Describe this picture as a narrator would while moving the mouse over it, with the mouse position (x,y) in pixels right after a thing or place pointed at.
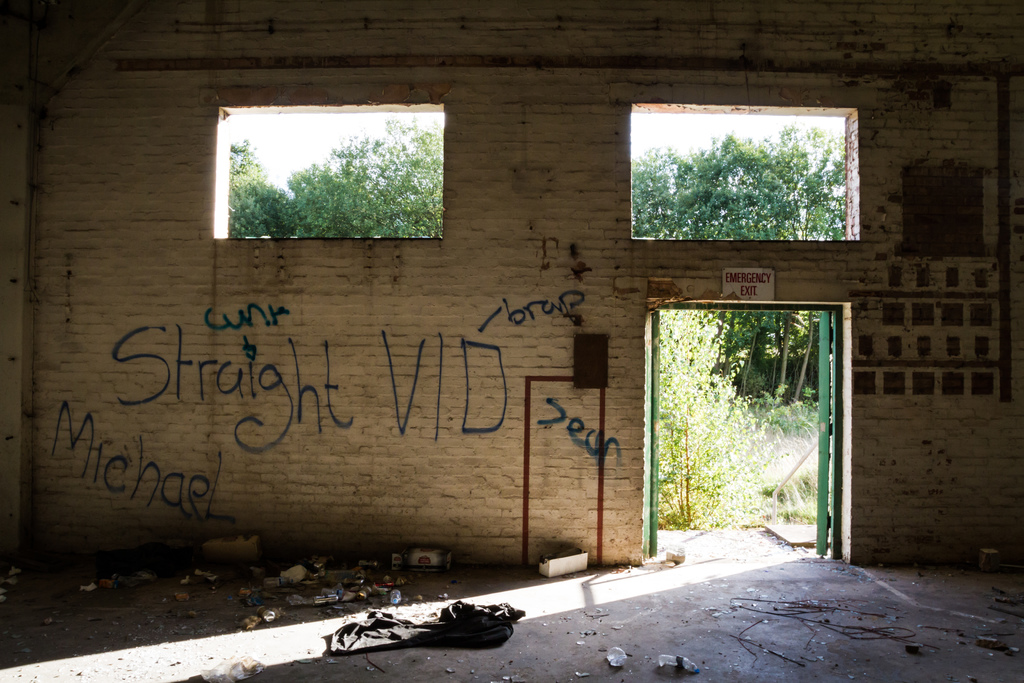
There is a hall (732,613), in which, there are bottles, black color cloth (450,621), box (560,567) and other objects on the floor (112,665), near a wall (278,497), on which, there are paintings (172,475), near a door (773,406) and windows (225,197). Through the door (820,355), we can see, there are plants (771,424), there is grass (810,439) and there are trees (690,172) and there is sky (688,137).
